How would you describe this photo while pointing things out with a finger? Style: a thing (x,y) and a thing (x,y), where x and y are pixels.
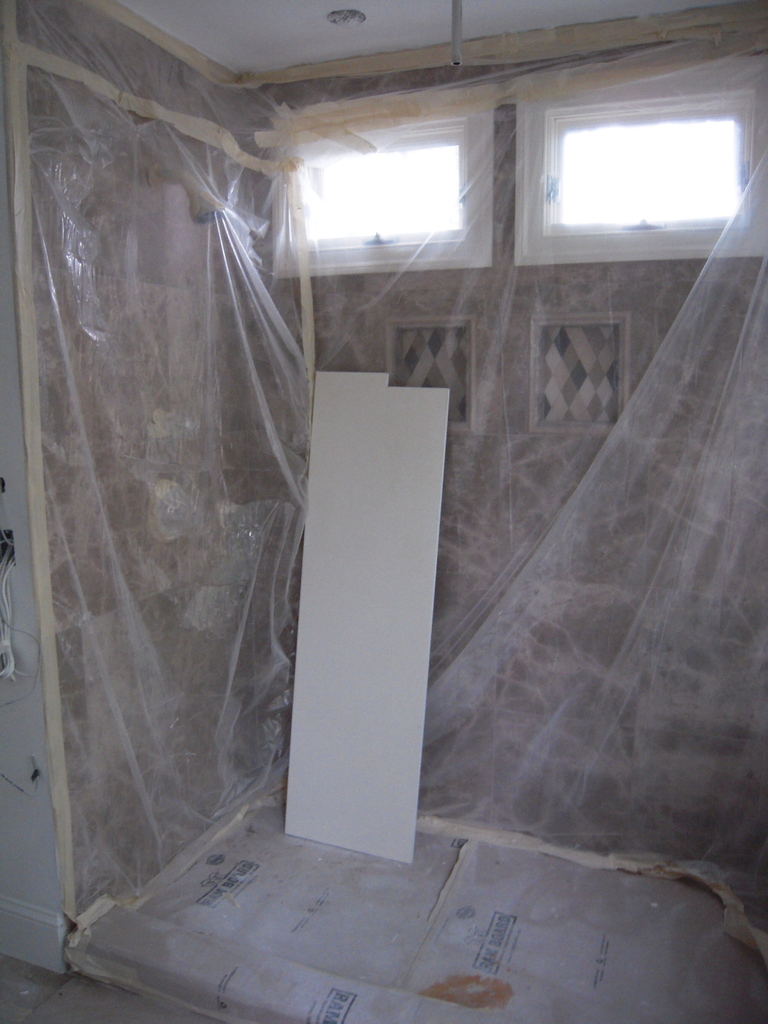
In this room (471,353) we can see walls (477,396) are covered with a cover (628,95) and there is a board (409,735) on the floor (374,861) leaning on a wall (470,402) and there are two windows (488,173) and on the left side wall (15,420) we can see cables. On the roof top (443,25) there is a pipe (456,20).
